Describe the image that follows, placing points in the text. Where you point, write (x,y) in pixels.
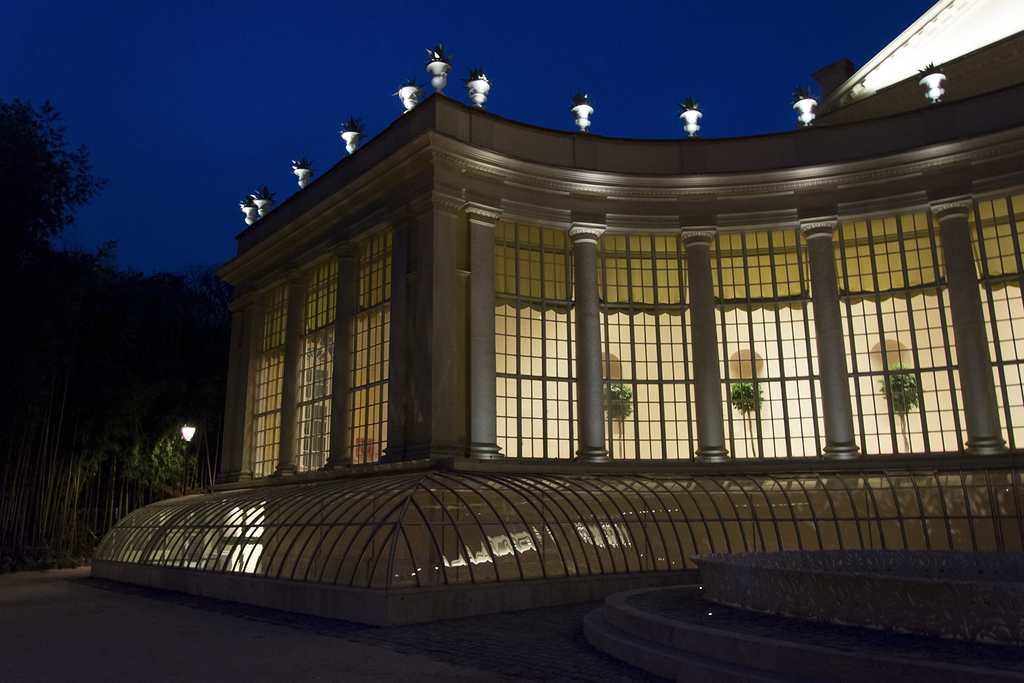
This image is taken during the night time. In this image we can see the building (734,359) with the windows (1017,384), plants (906,394), flower pots (487,96). We can also see the light pole (191,434), trees (123,452) and also the path (280,649). At the top (291,78) we can see the sky (375,44).
